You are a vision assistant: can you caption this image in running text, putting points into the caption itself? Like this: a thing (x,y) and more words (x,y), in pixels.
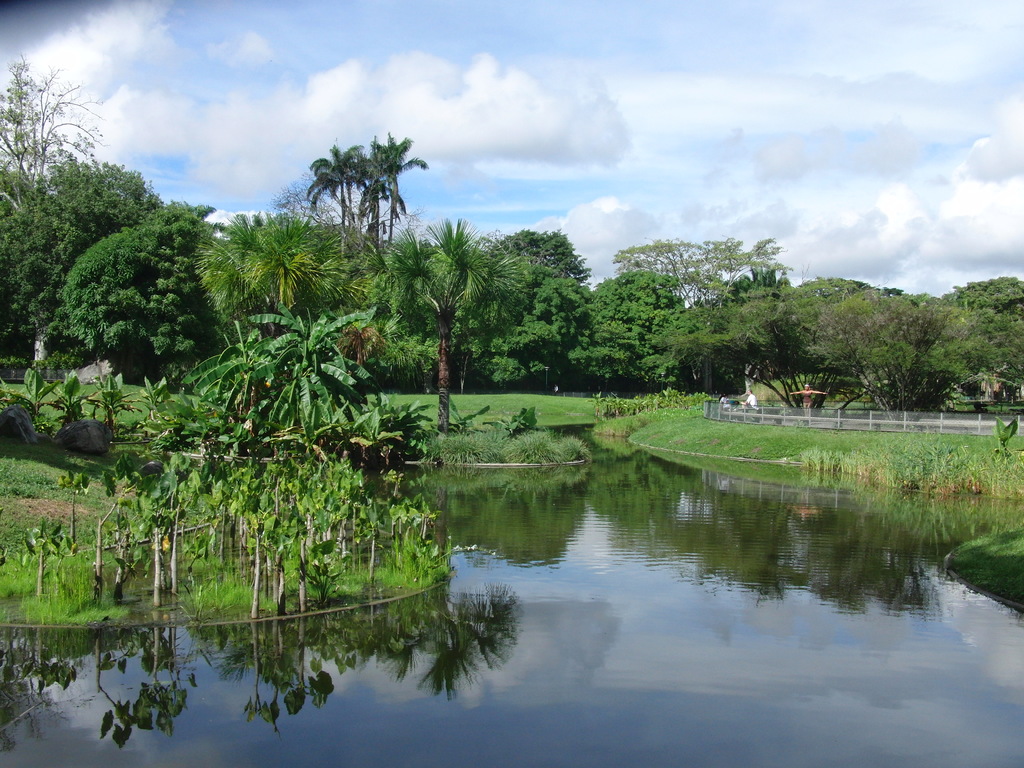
In this image there are trees (565,355) and we can see a fence (970,429). At the bottom (582,683) there is a water (629,599). In the background (623,189) there is sky (566,135).
